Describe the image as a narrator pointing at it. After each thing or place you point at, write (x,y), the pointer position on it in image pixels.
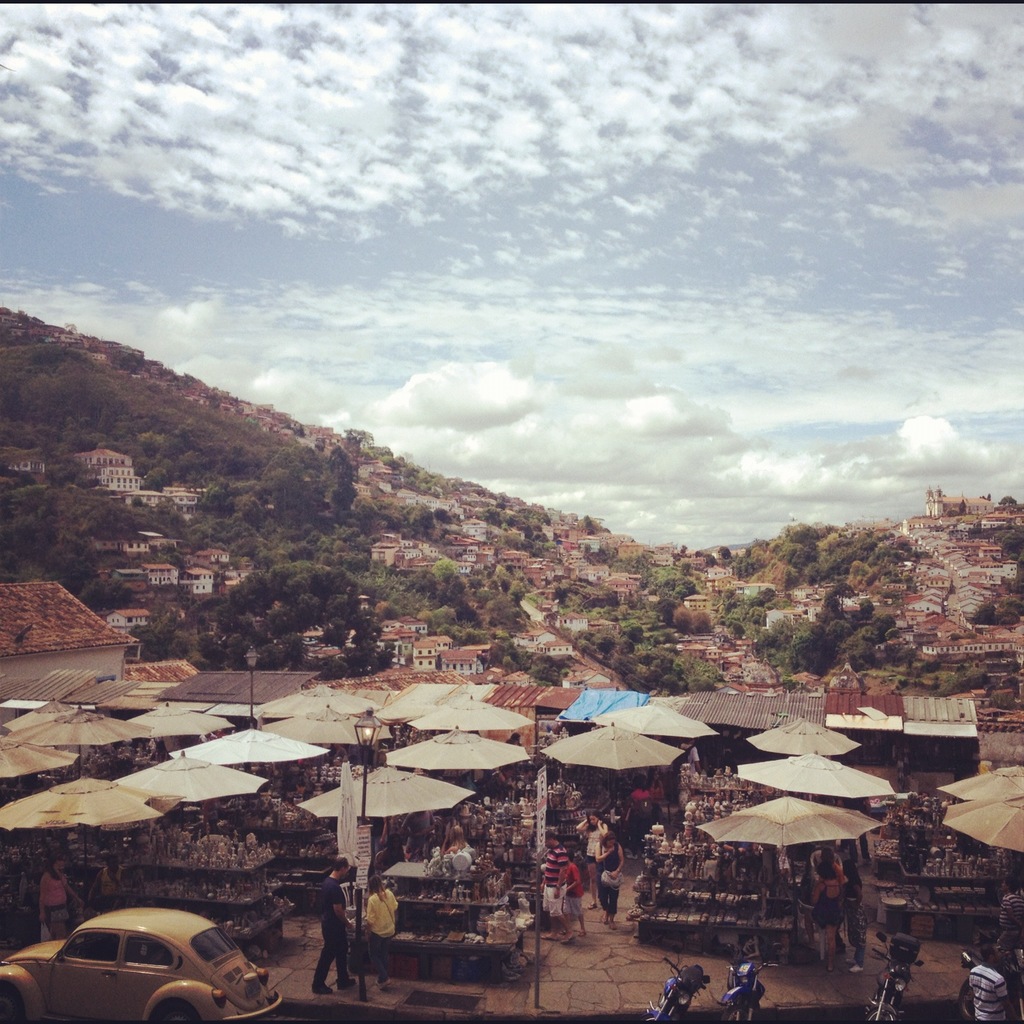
At the bottom of the image (166,855) we can see stalls (162,854) and parasols (647,754). There is a car (217,971) and motorbikes (745,989) on the road (858,969). We can see people (567,889). In the background (185,614) there are buildings (62,590), trees (494,610), hills (366,546) and sky (506,301).
